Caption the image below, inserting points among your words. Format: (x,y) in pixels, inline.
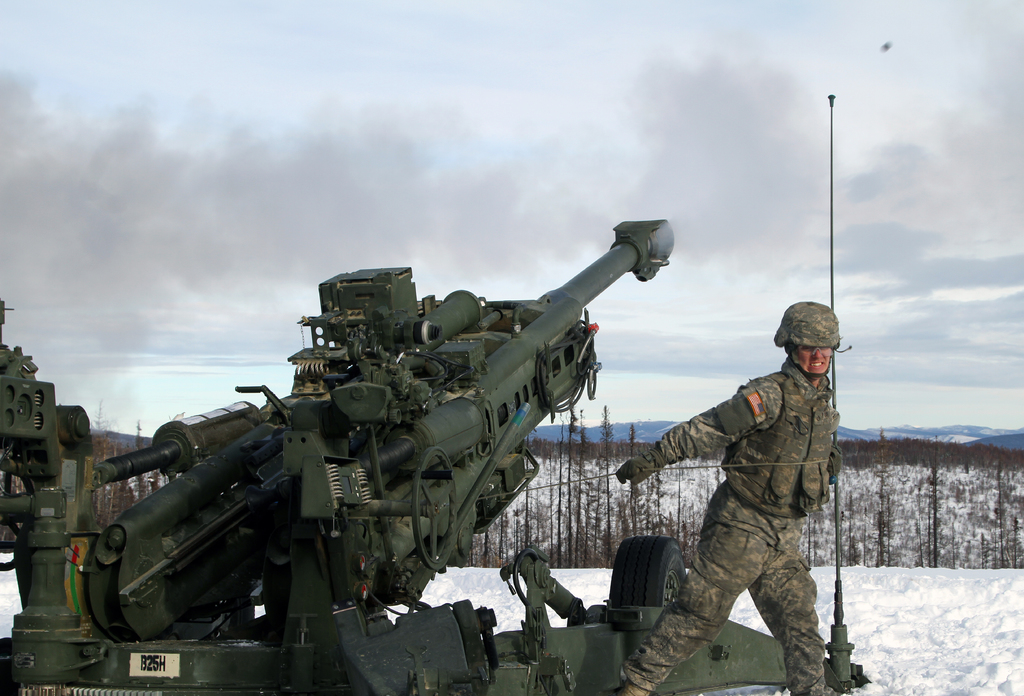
In this picture I can see an military equipment (441,413) in front (658,589) and near to it I can see a person (744,459) wearing army uniform (713,514). In the background (497,532) I can see the snow (876,593), few plants (935,498), mountains (658,422) and the sky (708,169).
